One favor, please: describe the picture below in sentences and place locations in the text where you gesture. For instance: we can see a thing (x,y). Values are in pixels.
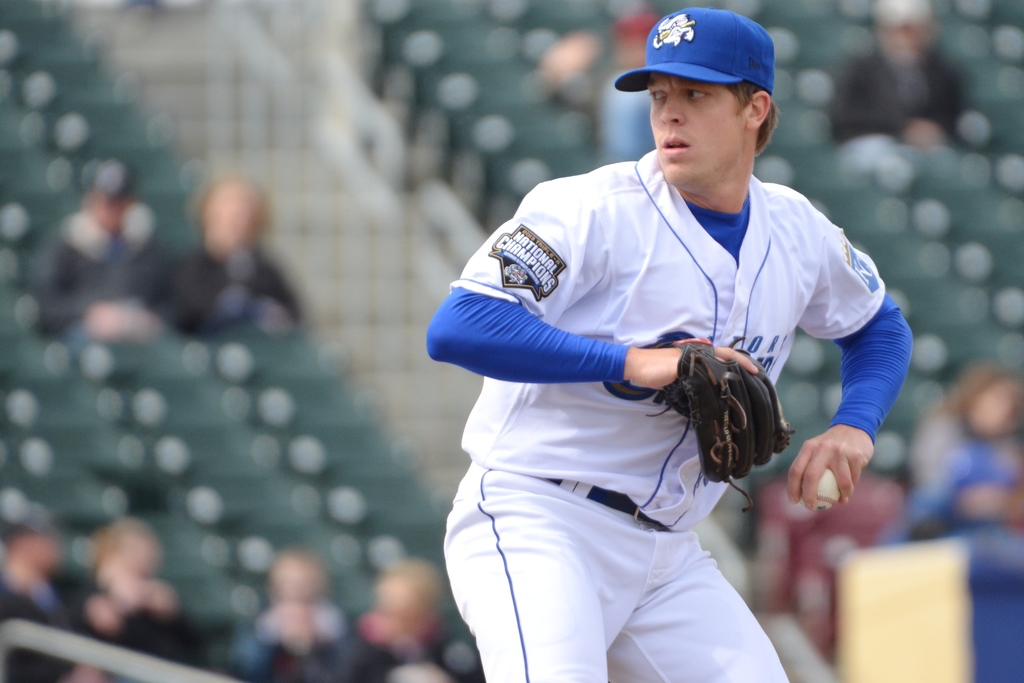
In this image we can see a man (879,310). He wore a cap (753,36) and a glove (710,359). There is a blur background (972,438) and we can see people (898,17).
